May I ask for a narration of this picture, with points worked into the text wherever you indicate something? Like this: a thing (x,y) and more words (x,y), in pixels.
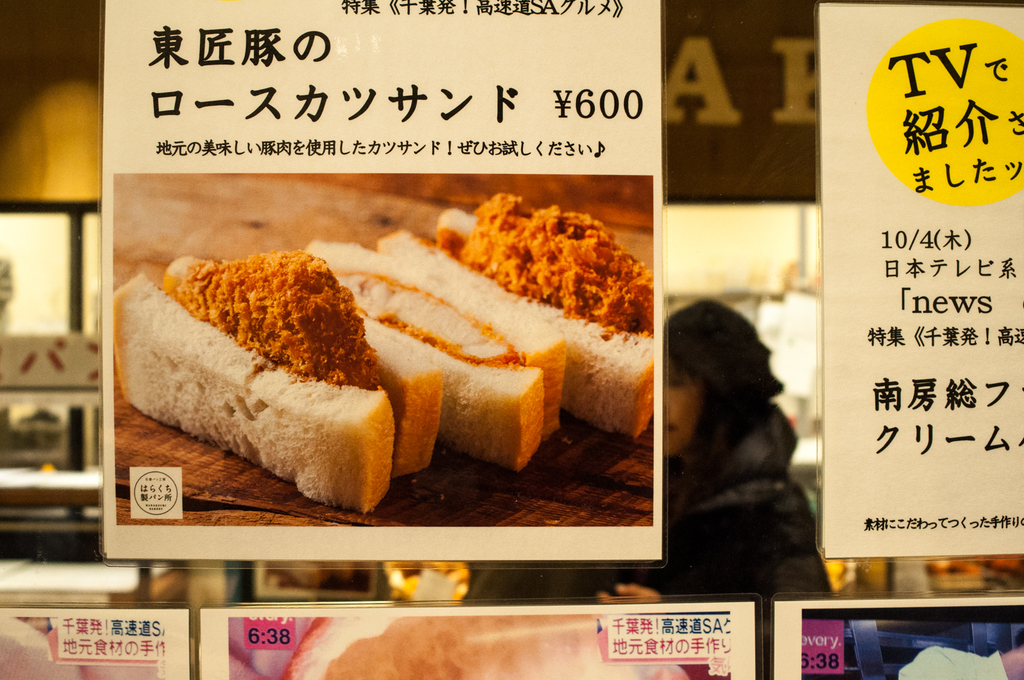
In this image I can see few posters (938,631) and in the posters (207,325) I can see few food items (471,395), they are in cream, brown and white color. Background (690,485) I can see a person (695,505) standing and I can also see few boards (941,643) attached to the glass (686,198).
